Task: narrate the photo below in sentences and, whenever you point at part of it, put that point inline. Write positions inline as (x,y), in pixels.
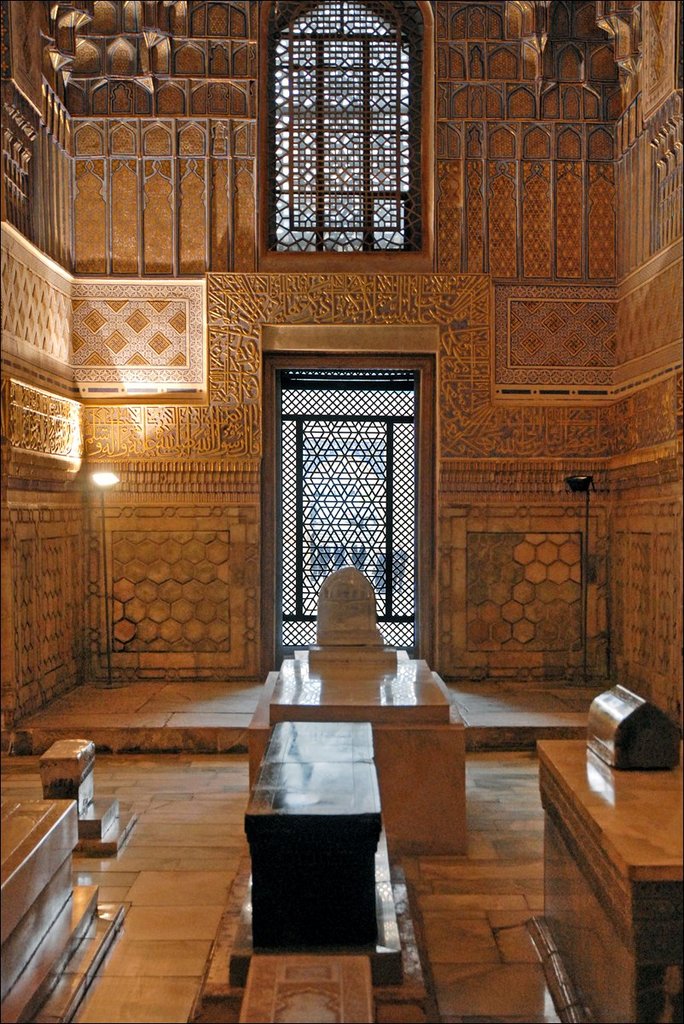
We can see tombs (14,862) and floor (173,708). In the background (307,301) we can see designer wall (455,193), lights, window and door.
